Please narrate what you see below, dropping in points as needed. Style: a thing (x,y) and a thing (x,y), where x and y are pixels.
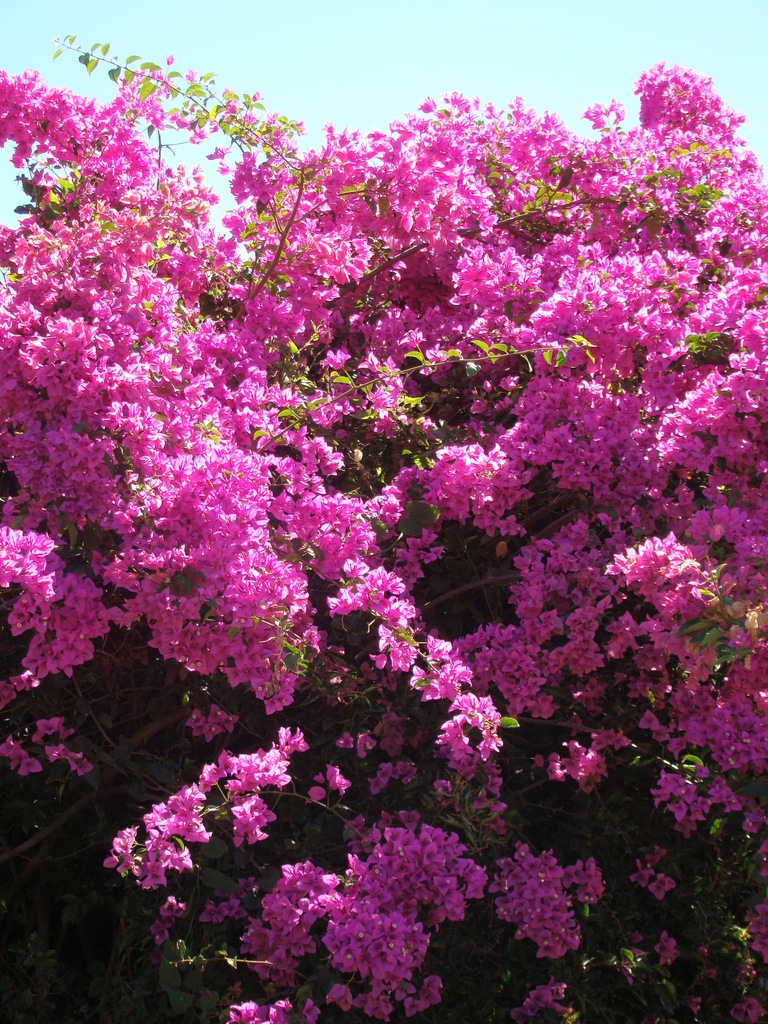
Here we can see a tree (329,582) with pink color flowers (218,524) and this is the sky (296,87).
